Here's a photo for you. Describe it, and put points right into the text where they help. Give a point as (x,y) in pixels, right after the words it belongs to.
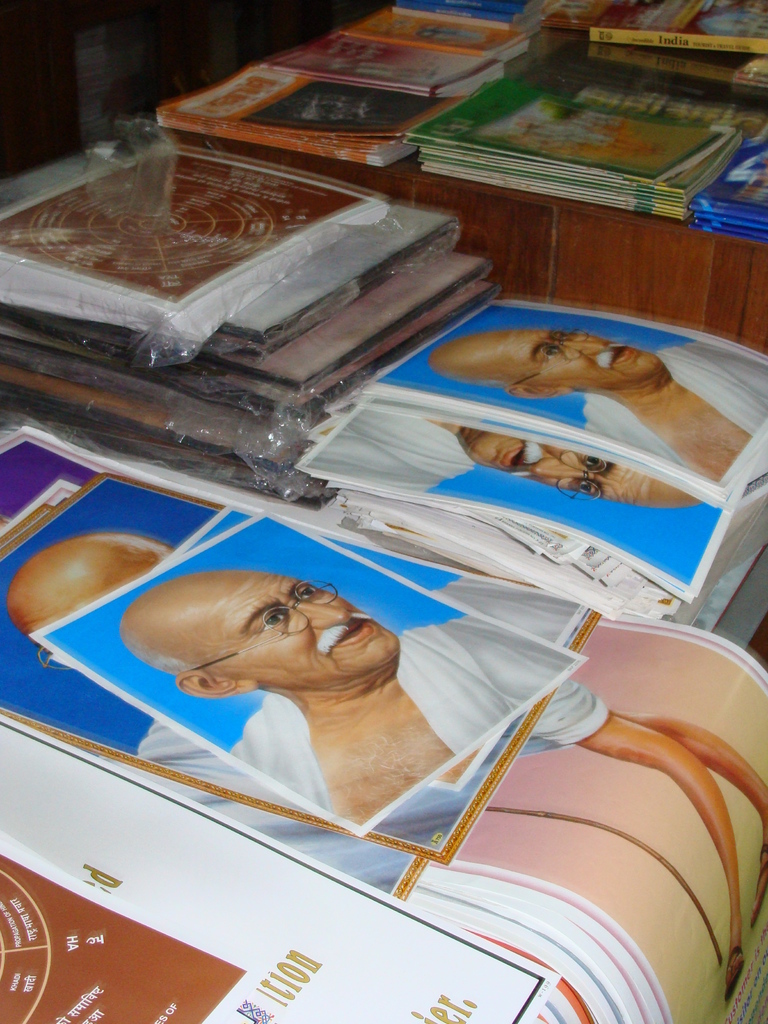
These are the posters (519,656) with the picture of Mahatma Gandhi (474,690) and the books (532,124), which are placed on the wooden table (656,257).
